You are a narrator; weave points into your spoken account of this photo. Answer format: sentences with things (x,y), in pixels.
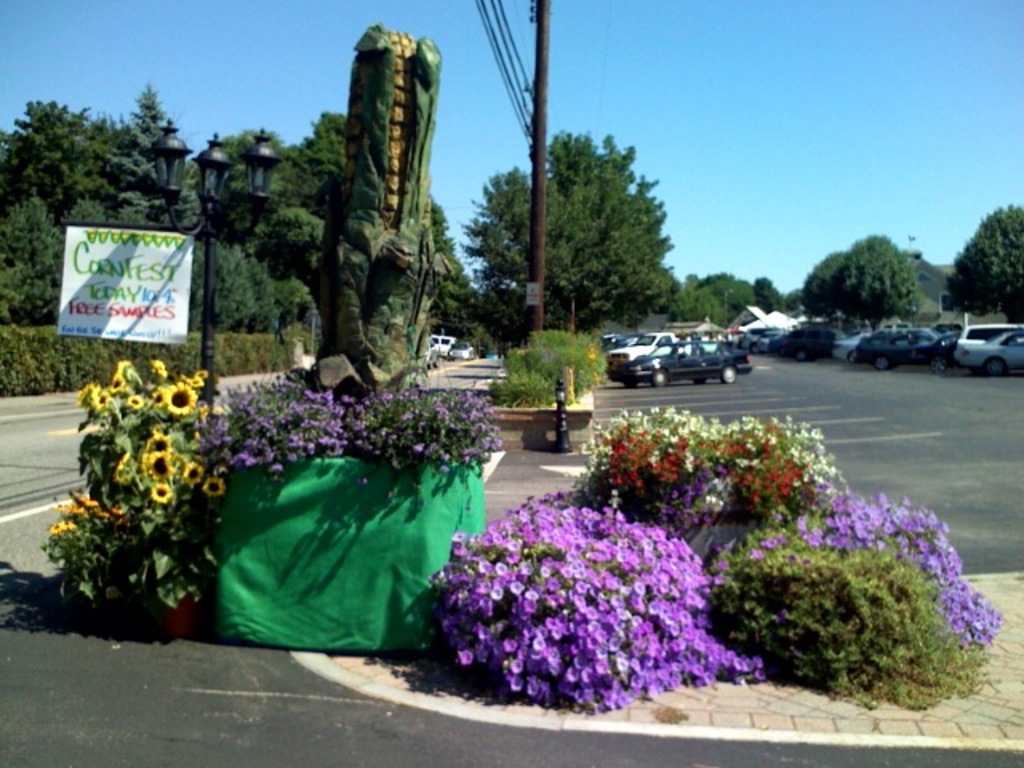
In this picture we can see flowers (661,532), plants (442,408) and a name board (136,257), in the background (193,296) we can find few poles (532,285), cars (643,351), trees (572,248), lights (172,189) and houses (665,317).
